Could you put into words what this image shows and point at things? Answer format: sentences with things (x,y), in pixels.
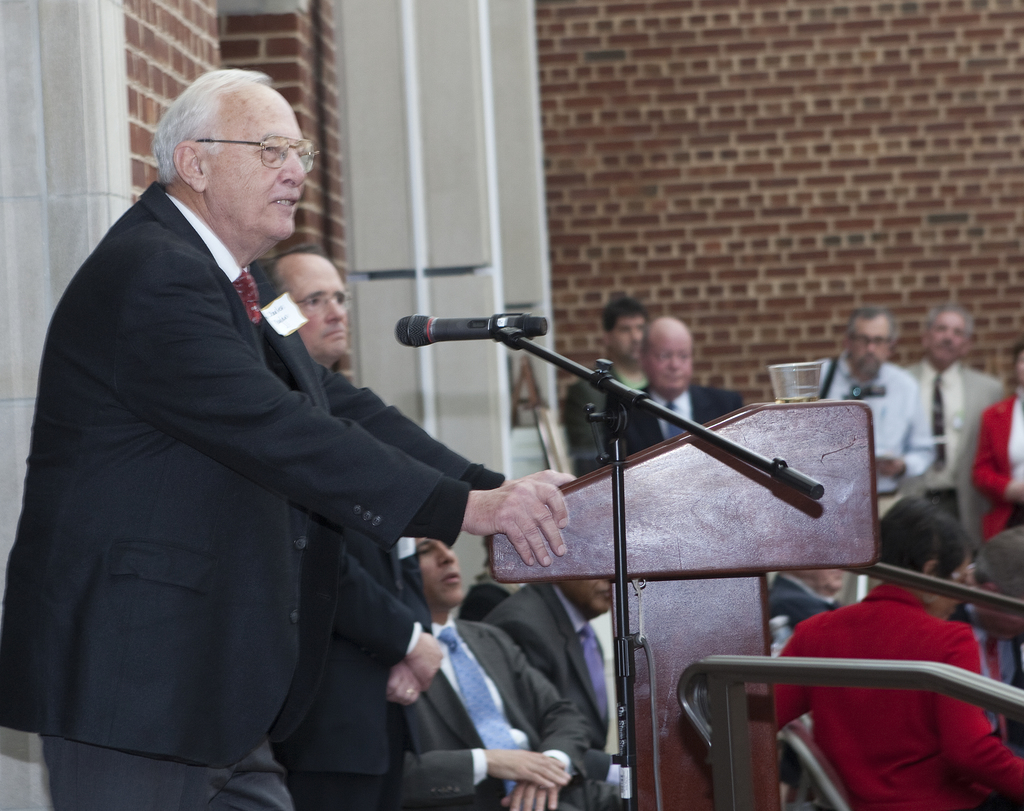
In this image we can see a few people (453,554) sitting on the chairs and also we can see a few persons (275,480) standing, among them one person (494,495) is standing in front of the podium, there is a mic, in the background (665,191) we can see the wall (679,237).
